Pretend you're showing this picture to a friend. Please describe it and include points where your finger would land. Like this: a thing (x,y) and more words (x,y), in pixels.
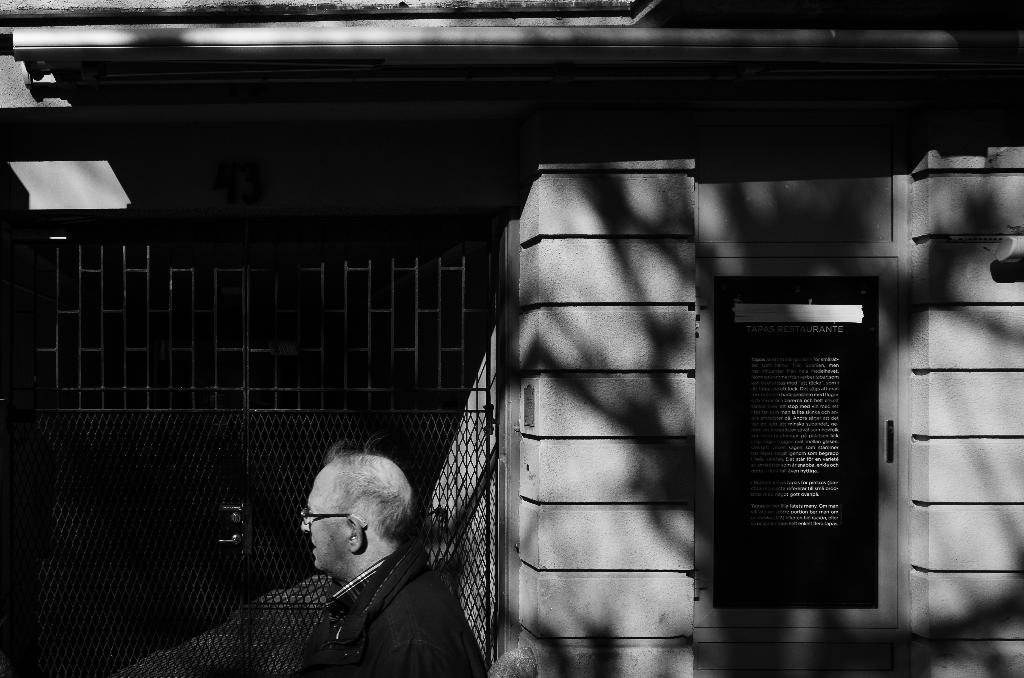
In this image we can see a person (351,536), there is a house (828,264), there is a gate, and a board (821,413) with some text (831,399) on it, also the picture is taken in black and white mode.
